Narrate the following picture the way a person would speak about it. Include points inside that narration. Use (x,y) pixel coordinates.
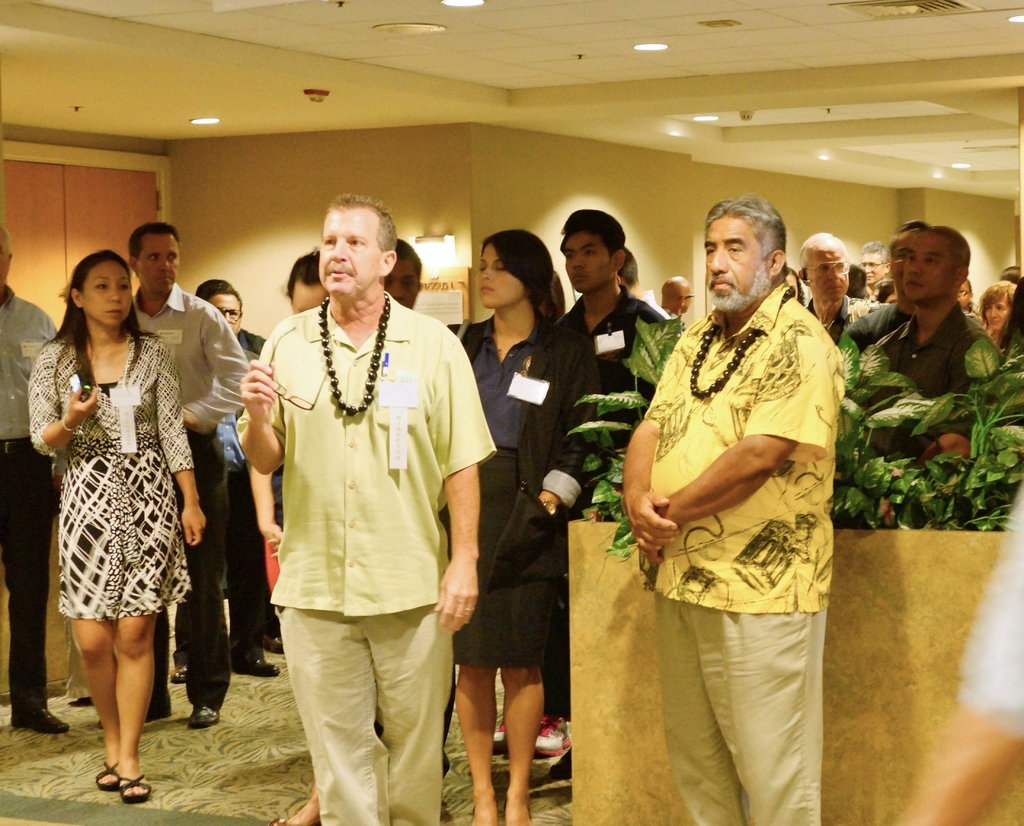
In this image, there are a few people (298,474). We can see the ground (265,771). We can see some plants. We can see a board (423,278) and the wall (412,177). We can see some wood (91,213) and we can see some lights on the roof (461,115).
